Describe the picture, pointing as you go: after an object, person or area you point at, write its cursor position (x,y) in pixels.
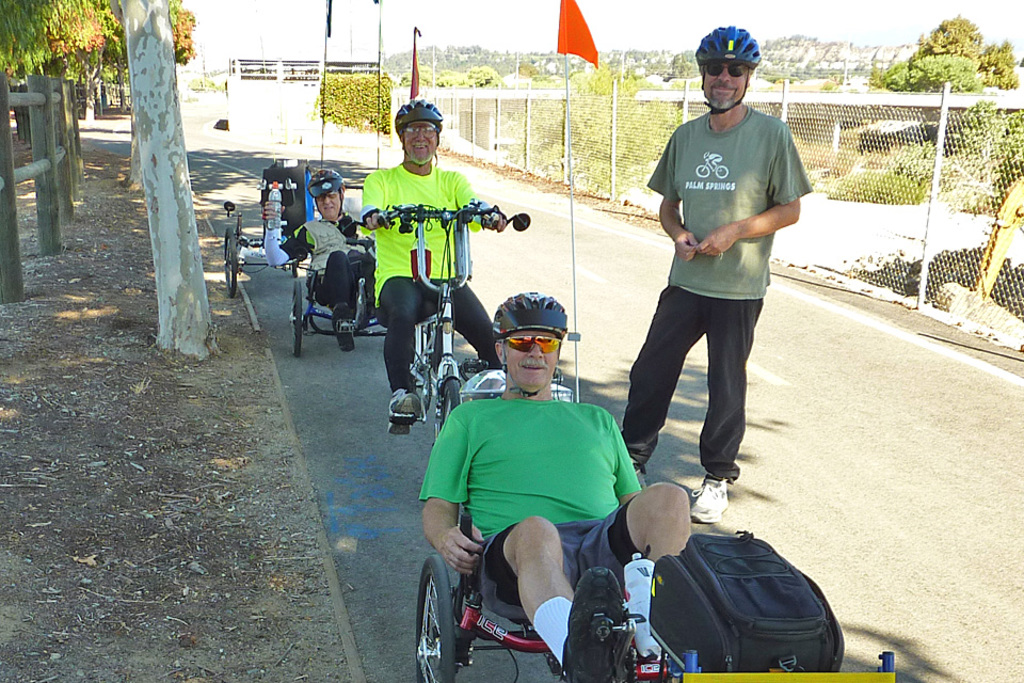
This is the picture on the road (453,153). There are four persons (415,285) in the image, one person (720,383) is standing and three persons (352,274) are riding the vehicle (307,192). At the back (956,78) there are flags (577,12) and trees (992,83), at the right (948,133) there is a fence (806,220), at the top (450,7) there is a sky (438,13).
